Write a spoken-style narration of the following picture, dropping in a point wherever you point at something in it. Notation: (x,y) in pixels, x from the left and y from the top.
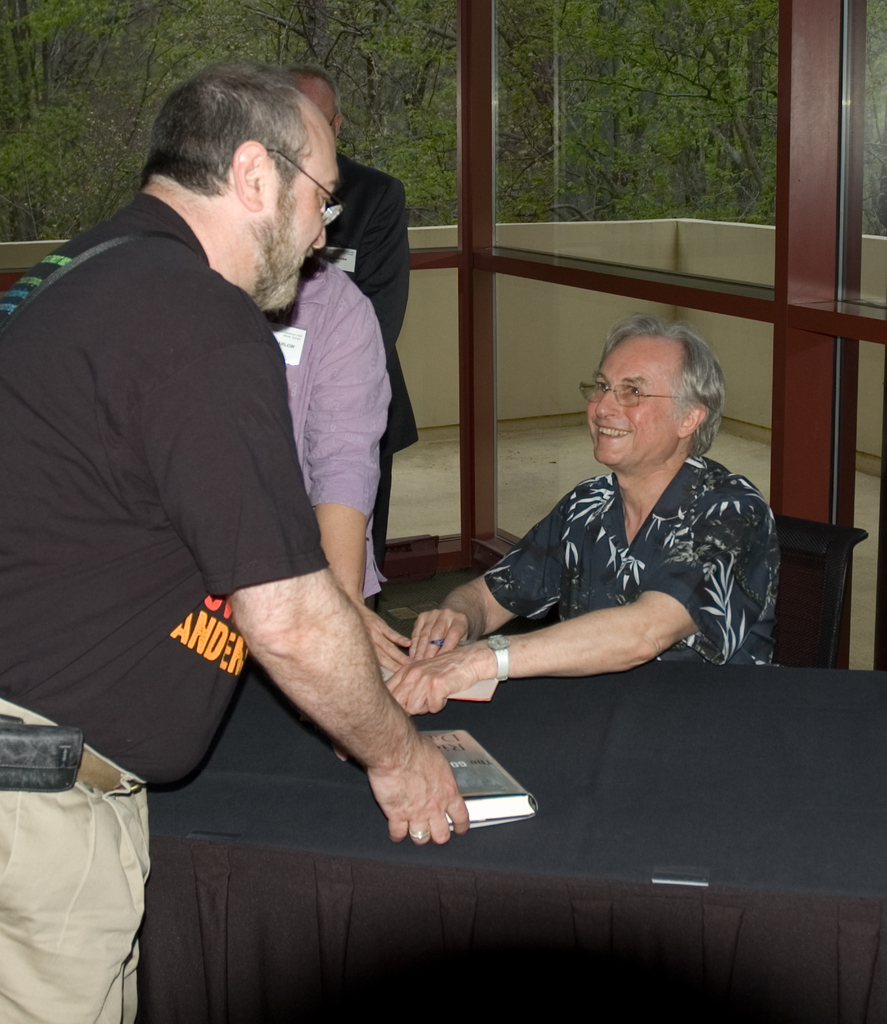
This is the picture of four people (517,568) one standing at table (535,685) and one on chair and around we can see some trees (70,97).
